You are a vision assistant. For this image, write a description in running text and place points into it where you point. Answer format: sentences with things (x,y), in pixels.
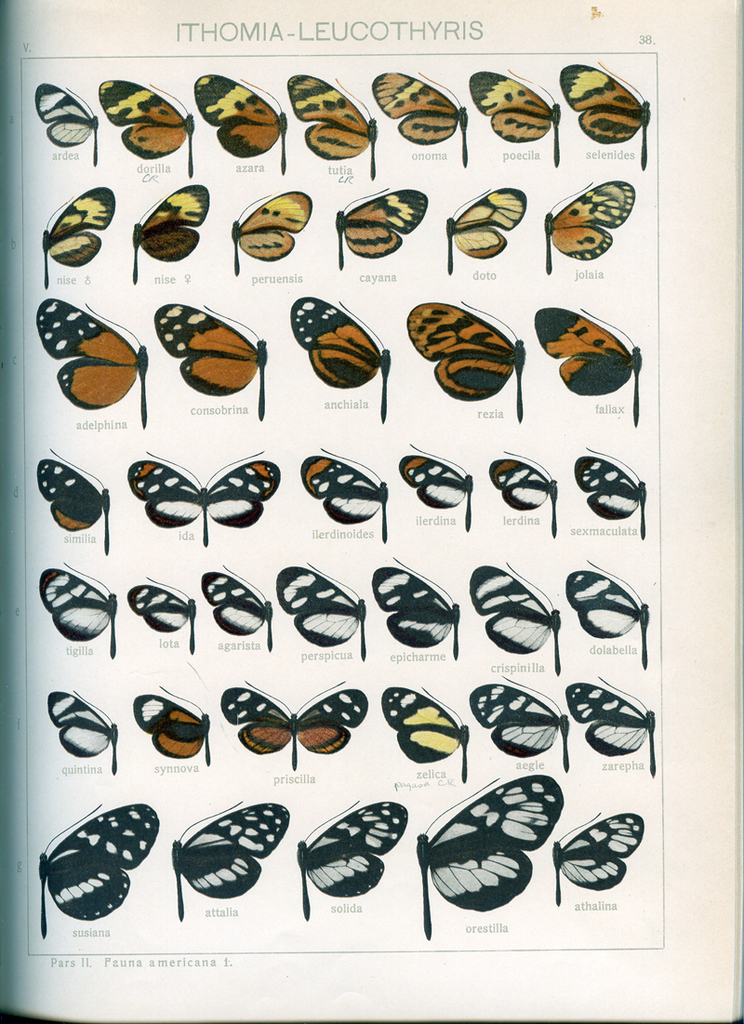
The image consists of a page (726,415) might be from a book (324,863), in this picture we can see various catalog of butterflies (450,366). At the top (224,22) there is text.
